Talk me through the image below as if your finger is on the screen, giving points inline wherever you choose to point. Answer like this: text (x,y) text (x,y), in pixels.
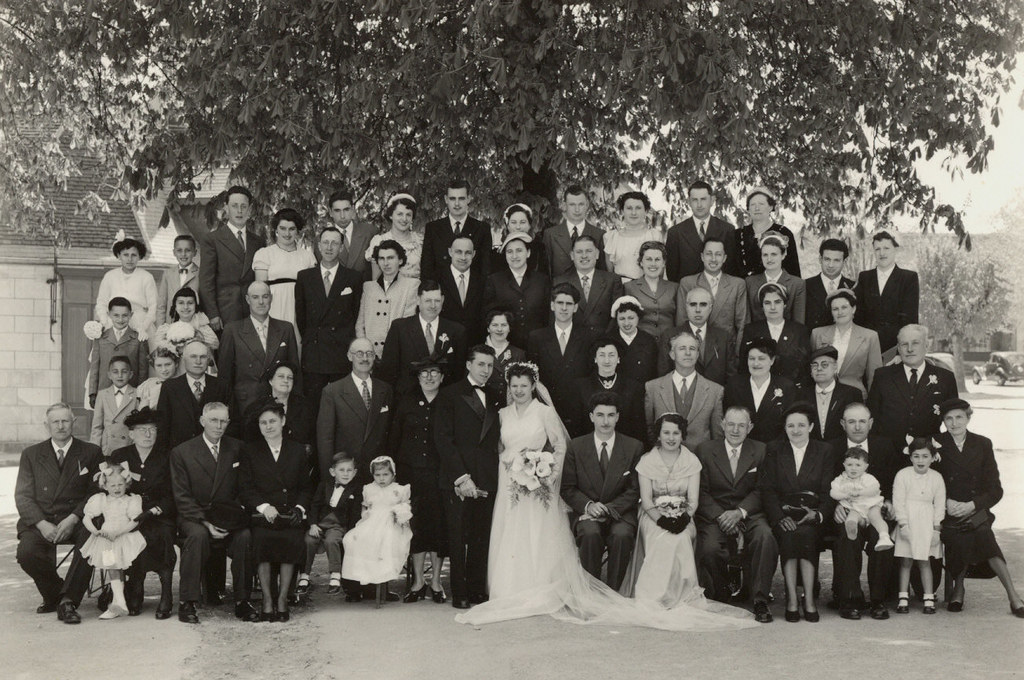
In this picture there are group of people (713,489) sitting and there are group of people (688,345) standing. At the back (104,127) there are trees (466,169). On the left side of the image (125,228) there is a building (23,324). On the right side of the image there is a vehicle (1006,353). At the top (1009,112) there is sky (1009,112). At the bottom (547,640) there is soil (420,606).
